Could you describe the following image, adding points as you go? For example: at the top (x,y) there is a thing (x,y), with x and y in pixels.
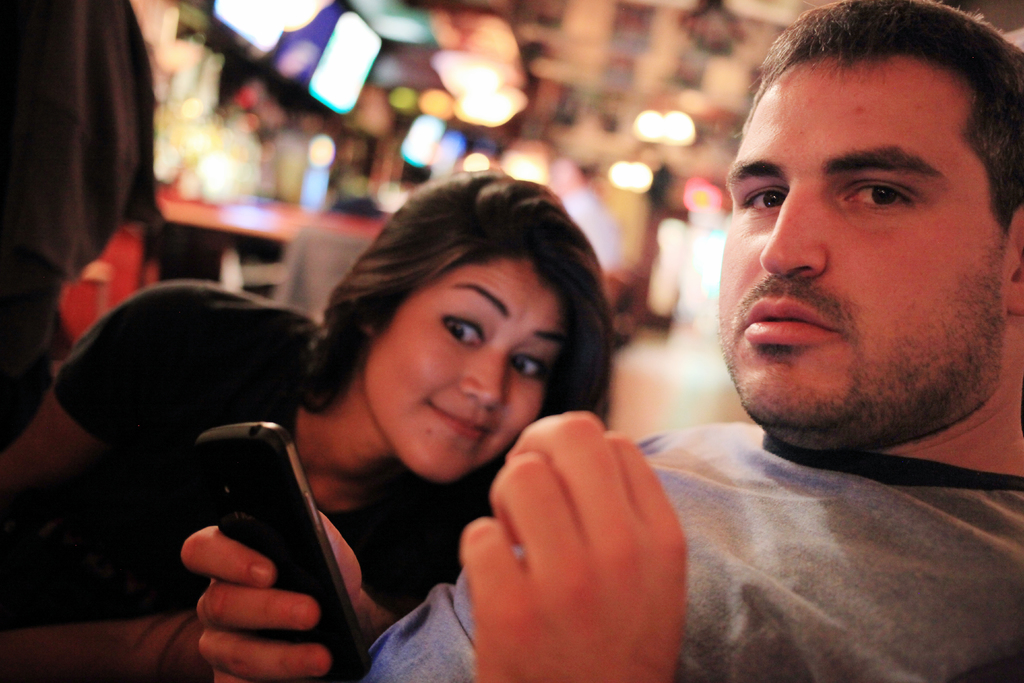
In this image we can see two people (509,249). One person (830,472) wearing a grey t shirt (809,538) is holding a mobile (299,548) in his hand (272,593). One woman (364,334) with long hair (360,346) is wearing black dress (157,420). in the background (344,70), we can see group of lights (323,138).
